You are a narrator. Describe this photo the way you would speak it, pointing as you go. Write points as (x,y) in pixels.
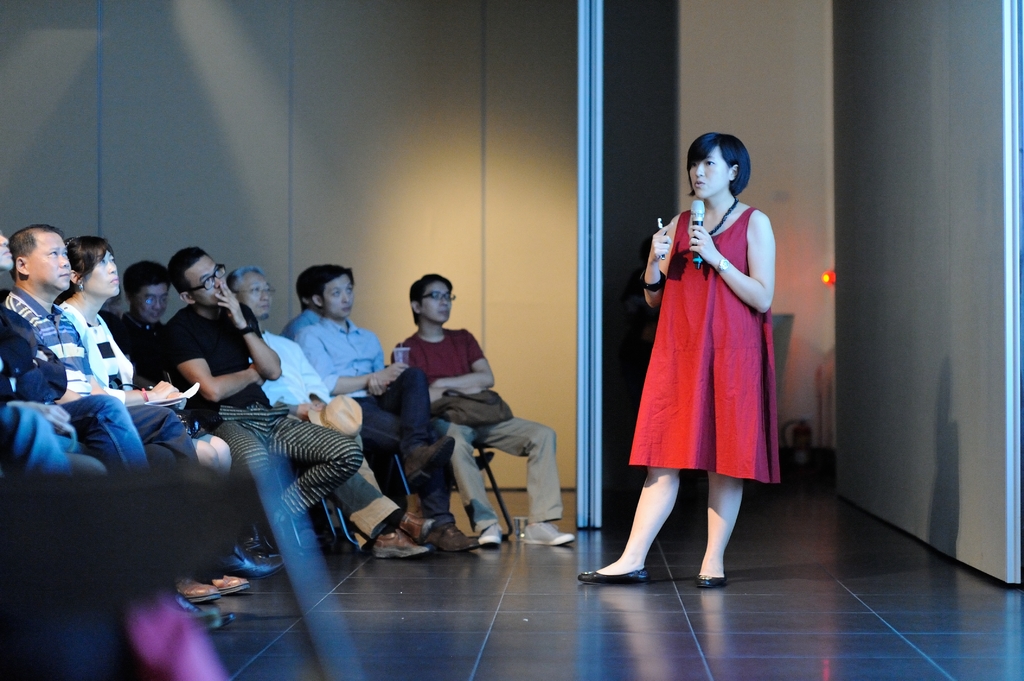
This image consists of many people (65,360). To the right (700,451), there is a woman (706,358) wearing red dress (719,281) is talking in a mic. To the left (49,332), there are many people (260,451) sitting in the chairs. At the bottom (599,661), there is a floor (568,642). In the background (413,146), there is a wall (424,128).
